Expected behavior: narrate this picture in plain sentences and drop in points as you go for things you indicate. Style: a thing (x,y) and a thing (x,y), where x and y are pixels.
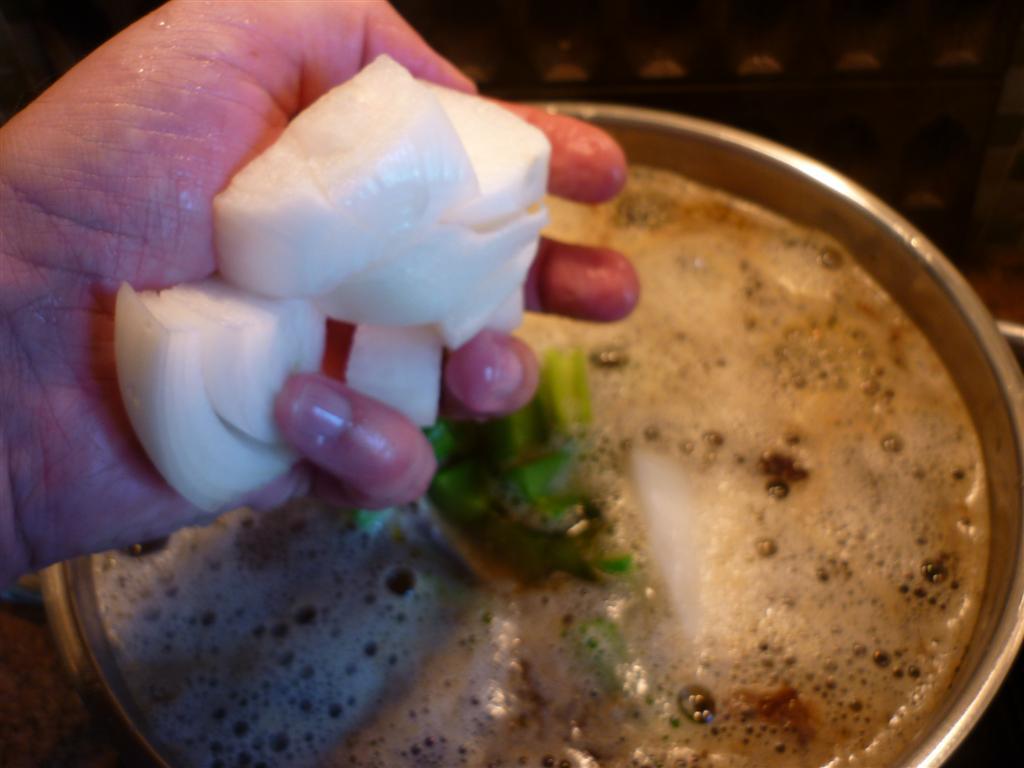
It is a zoom in picture of broth (859,603) present in a steel container (966,715). There is some person (425,72) holding a white color food item (340,255).
